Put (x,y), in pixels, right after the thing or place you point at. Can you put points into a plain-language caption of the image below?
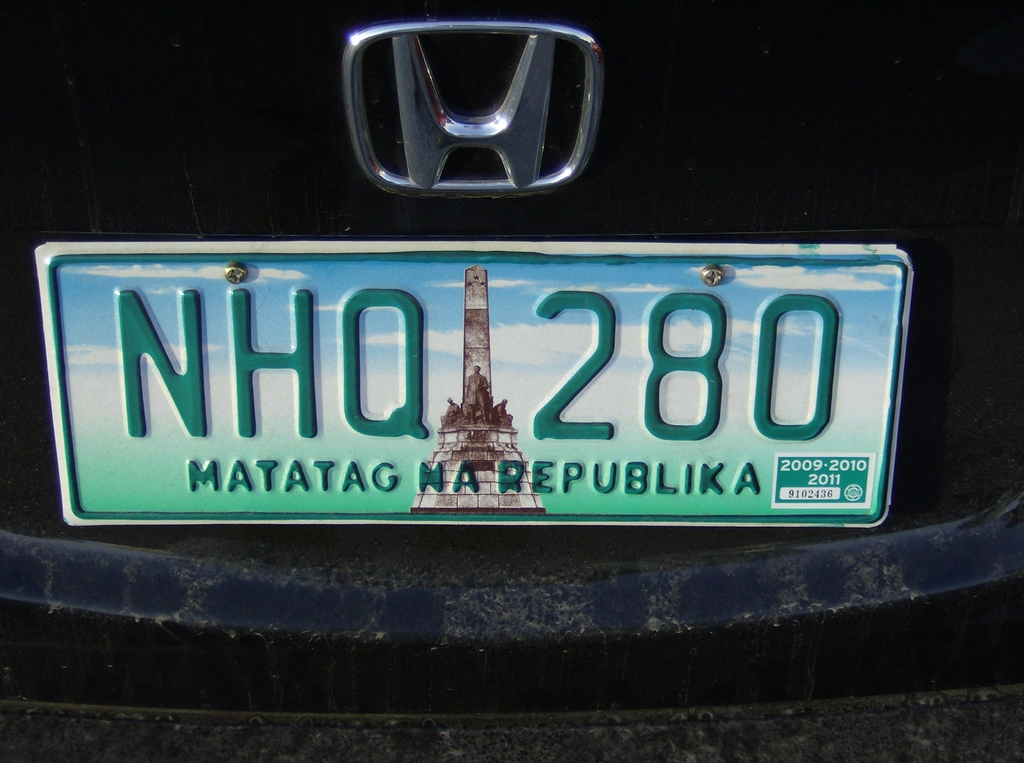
In this image there is a vehicle (976,416) having a license plate (529,340) attached to it. On the license plate (501,380) there is some text (368,425), numbers (707,365) and some painting (497,409). Top of the image (419,152) there is a logo (524,71) on the vehicle (184,160).
